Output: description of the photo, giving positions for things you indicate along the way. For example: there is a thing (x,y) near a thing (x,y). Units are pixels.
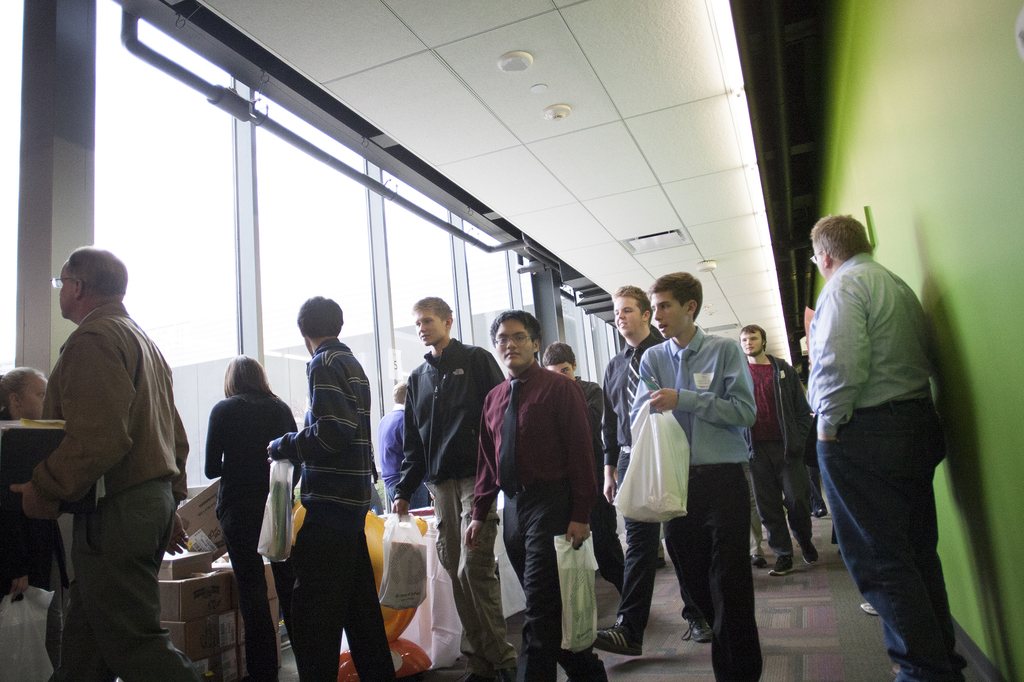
In this picture I can see number of people (399,402) on the floor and I see few of them (315,434) are holding covers (683,490) and on the right side of this image (905,62) I can see the green wall (921,274). On the left side of this image (195,169) I can see the glasses (298,202) and on the top of this image (583,122) I can see the ceiling (669,156), on which I can see the lights (728,44).
